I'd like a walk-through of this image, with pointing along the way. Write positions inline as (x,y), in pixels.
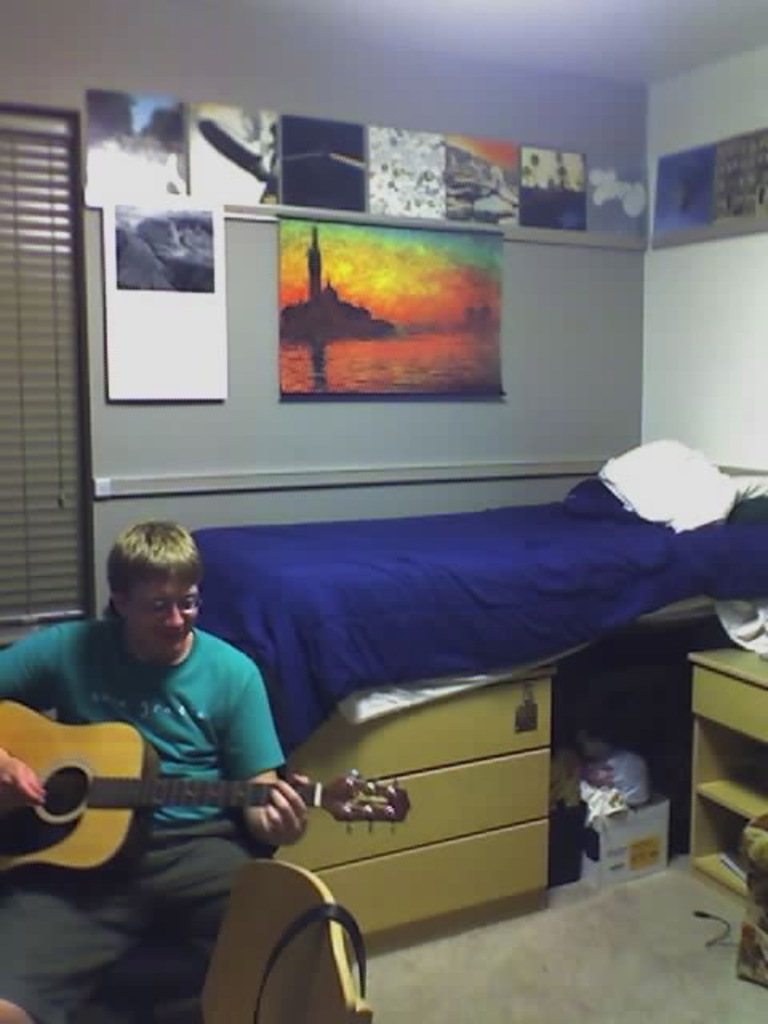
This is the picture inside of the room (488,861). There is a person (90,903) sitting and playing guitar (331,798). At the back (299,533) there is a bed (243,630). At the right (700,663) there is a cupboard (712,883). At the top (455,185) there are photo frames (181,322) on the wall (291,91) and at the left (61,234) there is a window (59,338).
